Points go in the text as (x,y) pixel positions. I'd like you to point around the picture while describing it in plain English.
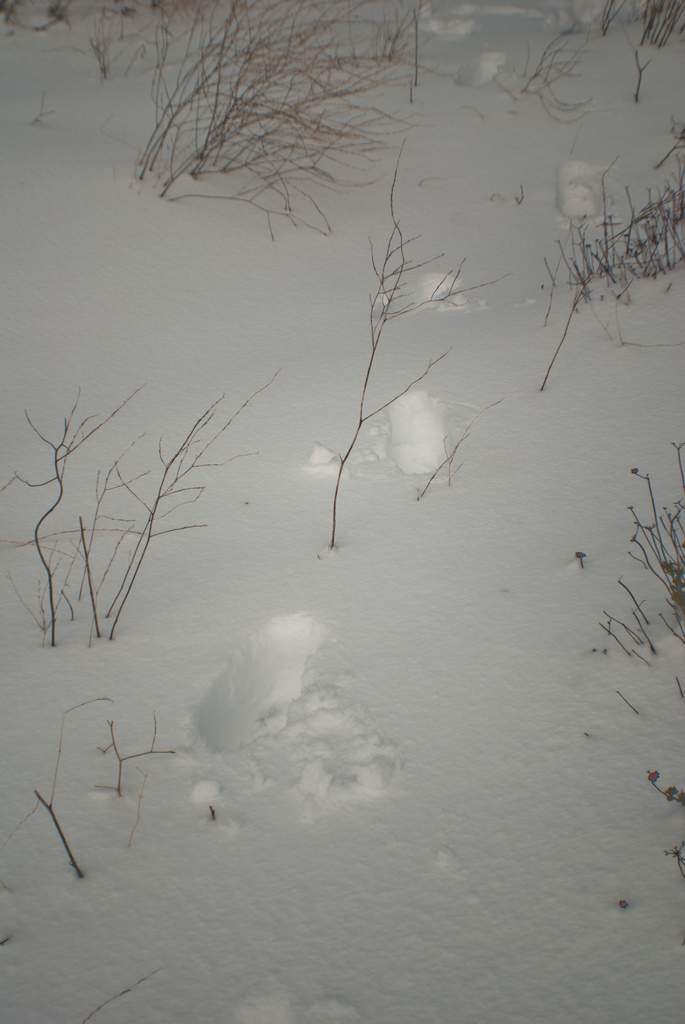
In the image we can see there are dry plants (576,270) on the ground (447,291) and there is snow (501,686) on the ground (370,799).
